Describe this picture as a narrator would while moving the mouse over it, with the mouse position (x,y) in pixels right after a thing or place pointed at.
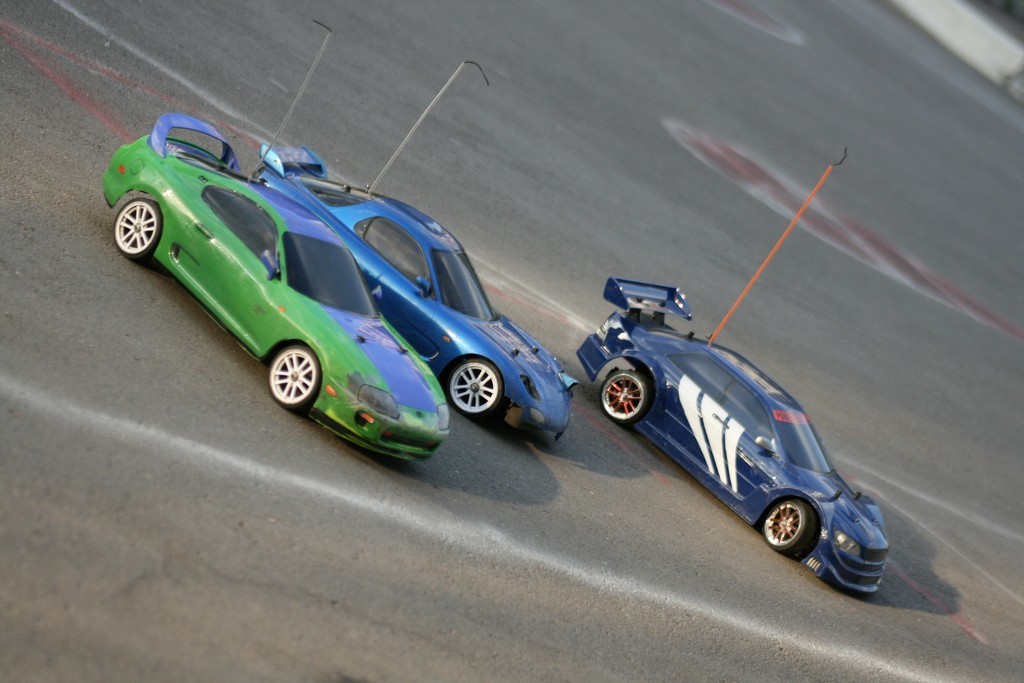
In the image we can see there are three racing cars (521,391) parked on the road (629,617).
